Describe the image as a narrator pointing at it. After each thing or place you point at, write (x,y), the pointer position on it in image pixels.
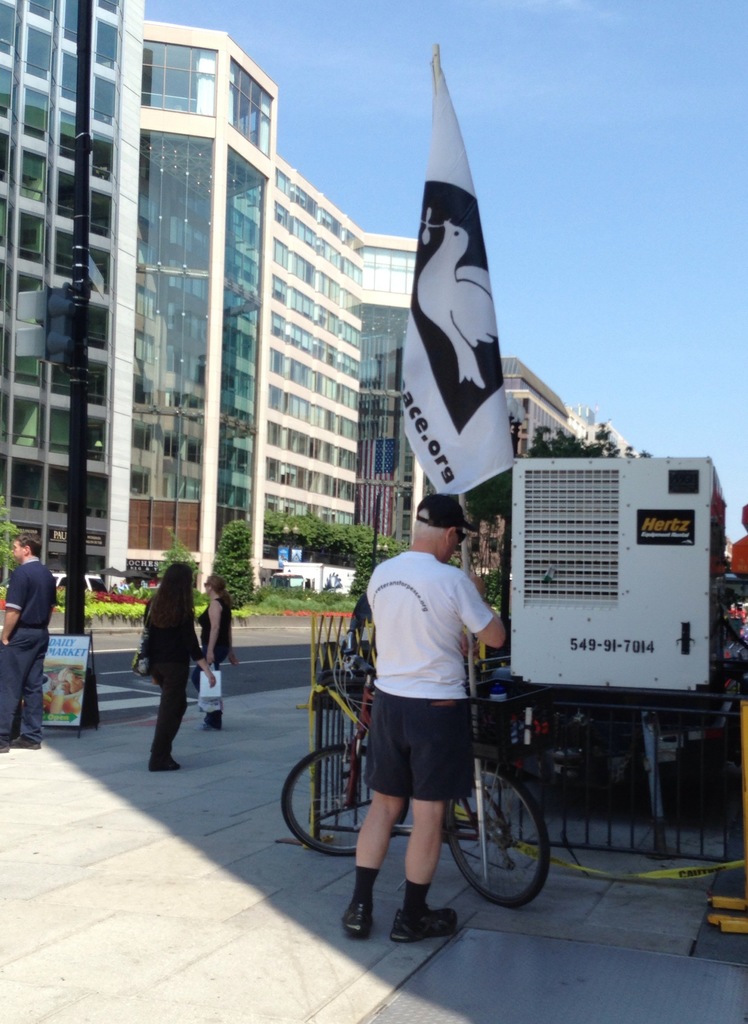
This image is taken outdoors. At the top of the image (508,70) there is the sky (623,209) with clouds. At the bottom of the image (126,903) there is a sidewalk (226,870). In the background (270,415) there are a few buildings (239,493) with walls (258,490), windows (271,480), doors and roofs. There are a few trees (322,544) and plants (233,587). There is a pole (77,249). On the left side of the image (76,643) there is a board (62,671) with a text (67,642) on it. Two women (179,646) and a man (41,650) are standing on the sidewalk (660,942). On the right side of the image (673,494) there is a machine (604,594). There is a railing (623,768). A man (465,771) is standing on the sidewalk (344,904). A bicycle (456,860) is parked on the sidewalk (514,928) and there is a flag (445,336).
